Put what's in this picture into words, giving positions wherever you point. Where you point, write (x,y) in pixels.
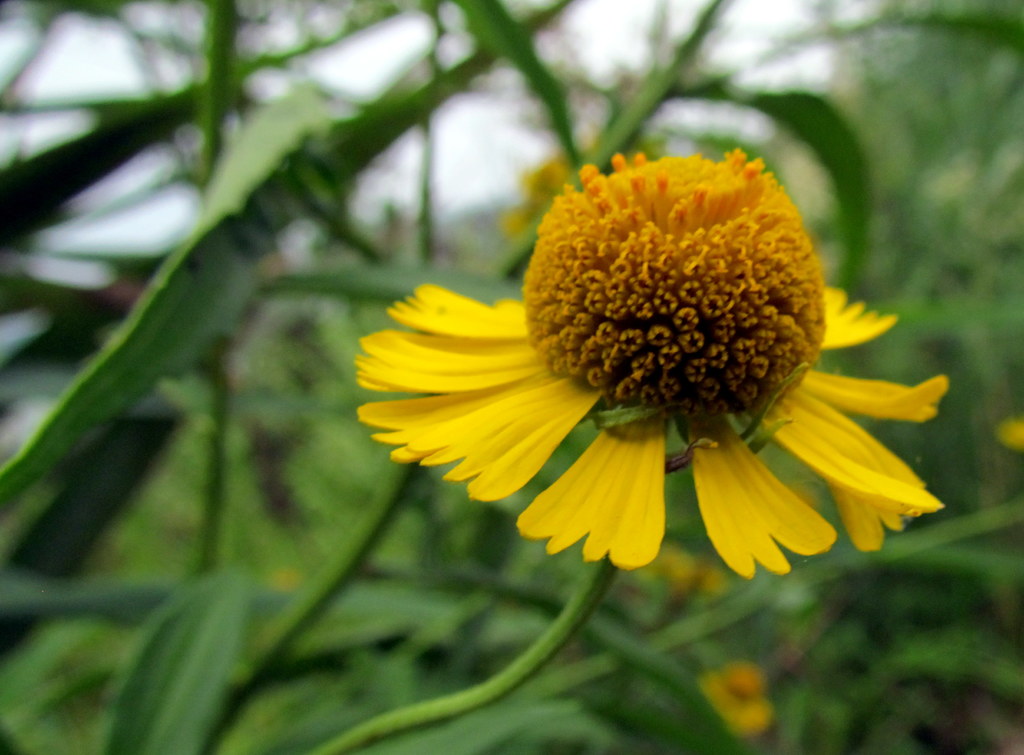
In the foreground of the image (665,409) there is a flower (592,377). In the background of the image (526,602) there are leaves (187,305).
